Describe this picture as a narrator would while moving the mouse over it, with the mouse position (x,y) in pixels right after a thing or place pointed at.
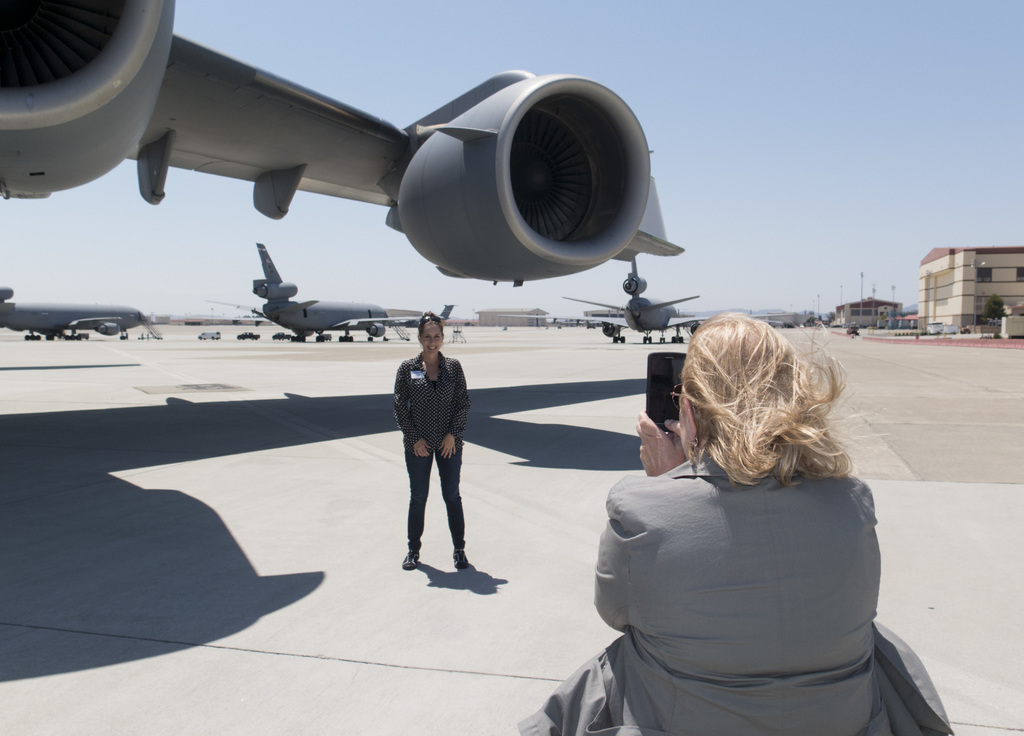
In the image we can see a woman (455,414) standing, wearing clothes (436,443), shoes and she is smiling. We can see another person (730,591) facing back and wearing clothes (685,539), goggles (680,395) and holding device (675,373) in hands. Here we can see the road (209,562) and airplanes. Here we can see buildings (967,285), poles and the sky (778,142).
